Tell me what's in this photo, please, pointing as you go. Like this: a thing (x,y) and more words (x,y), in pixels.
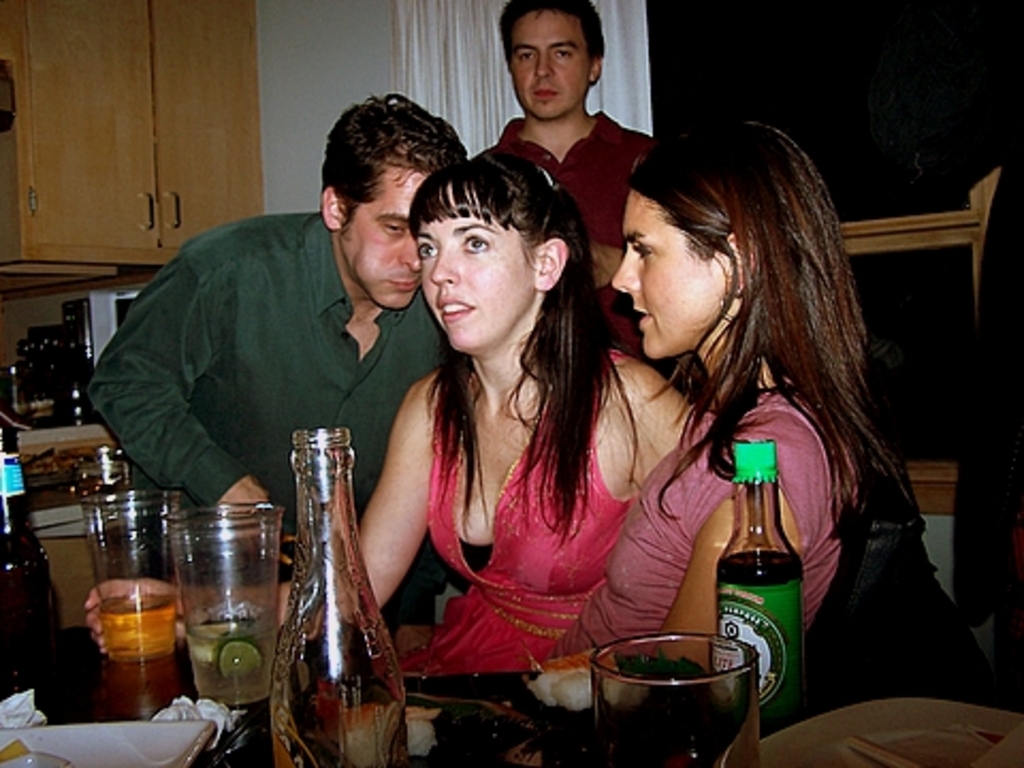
There are four members (531,234) in this picture. Two of them were women (593,587) sitting in the chairs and the remaining two were men (548,53) standing in front of a table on which some glasses (680,737) and bottles (363,700) were placed. In the background (442,73) there is a curtain (417,70) and cupboards (84,146) here.
